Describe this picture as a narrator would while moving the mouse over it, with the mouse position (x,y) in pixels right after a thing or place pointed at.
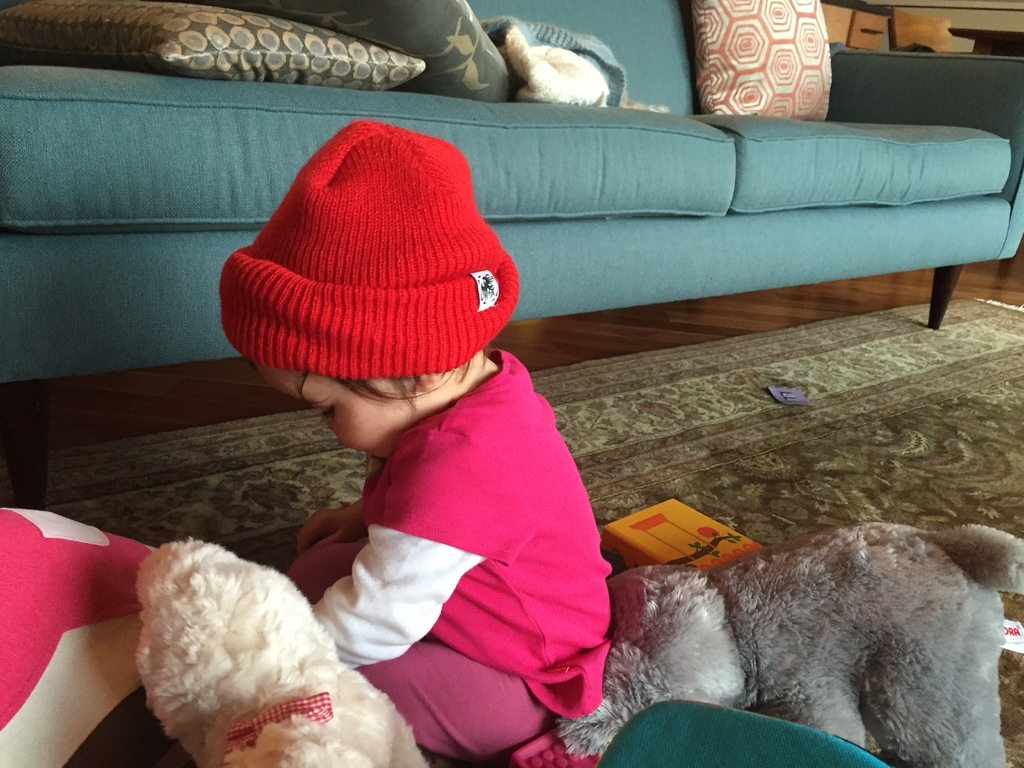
In this picture we can see a kid (425,483) with a red cap (373,266) is sitting on the carpet (426,753). On the left (261,659) and right side of the kid (487,651) there are toys (378,746) and behind the kid (399,516) there are cushions (201,71) on the couch (494,134). On the right side of the couch (925,110) it looks like a table (978,39).
